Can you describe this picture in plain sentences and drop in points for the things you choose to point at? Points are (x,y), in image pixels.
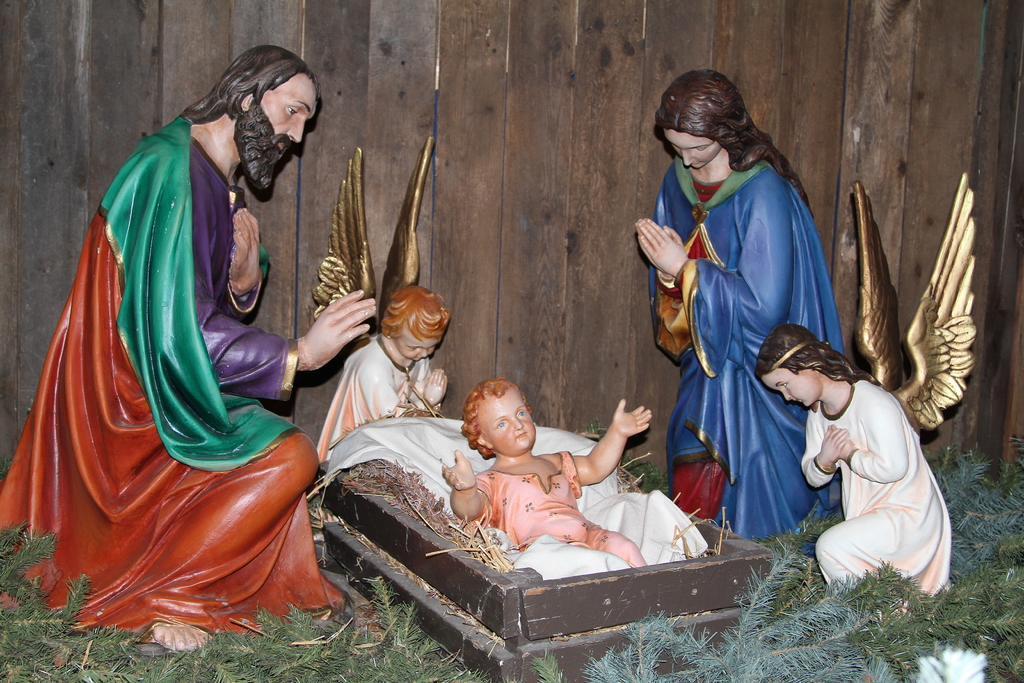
In this image there are some statues (261,544) in the bottom of this image (495,501). There is a wooden wall (494,159) in the background (482,129). There is a grassy ground (285,651) in the bottom of this image (807,638).
